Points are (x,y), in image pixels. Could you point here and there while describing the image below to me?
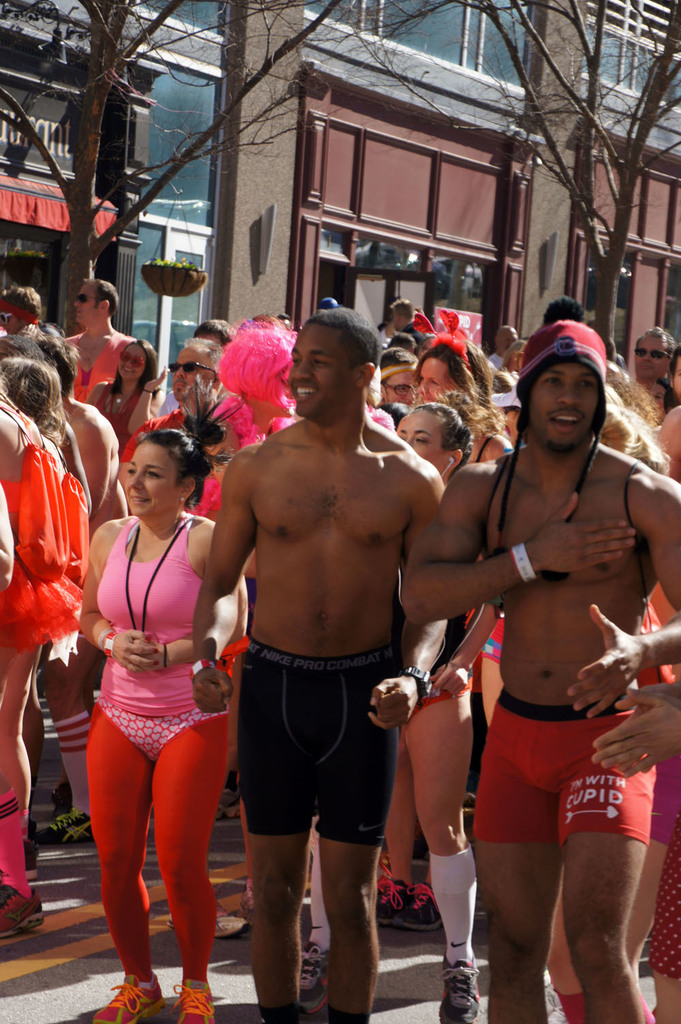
There are persons (672,708) in different color dresses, some of them are smiling, on the road (402,1018) on which, there are yellow color lines (217,877). In the background (237,65), there are trees (25,126) and there is a building (435,194) which is having glass windows (658,36).
